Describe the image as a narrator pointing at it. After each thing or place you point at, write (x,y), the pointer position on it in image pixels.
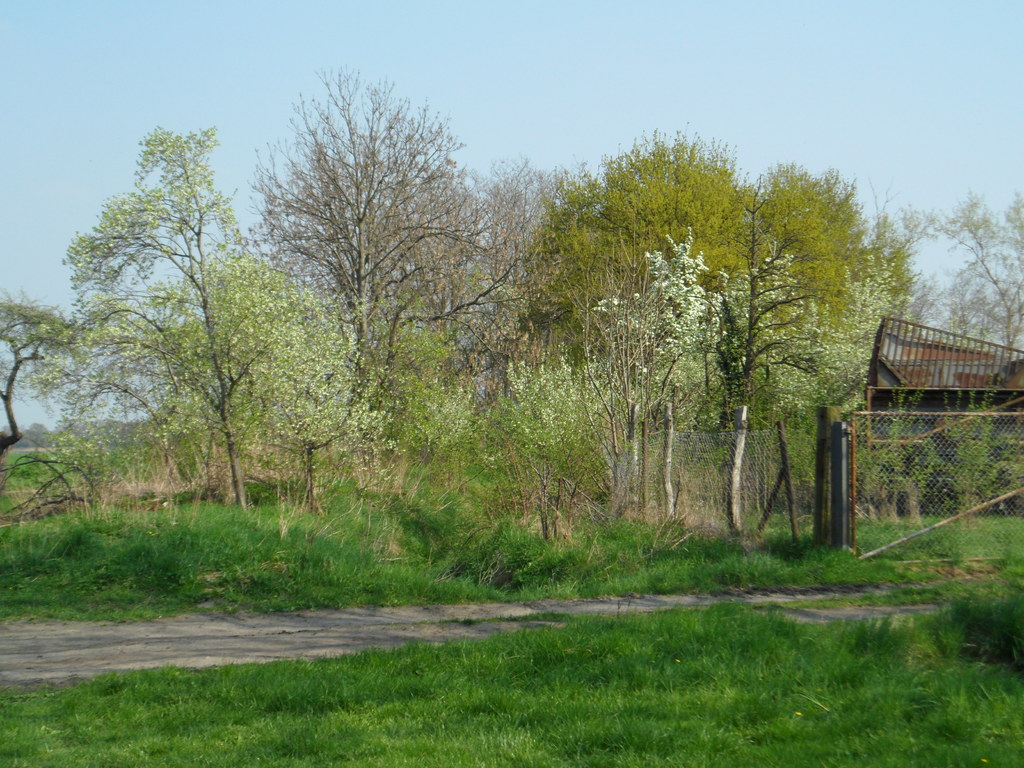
This picture is clicked outside. In the foreground (565,724) we can see the green grass (585,617). In the center (600,383) we can see the trees (429,314), flowers (665,310), metal rods (842,424), mesh (907,467) and a shed (948,364). In the background (917,143) we can see the sky (906,152).
